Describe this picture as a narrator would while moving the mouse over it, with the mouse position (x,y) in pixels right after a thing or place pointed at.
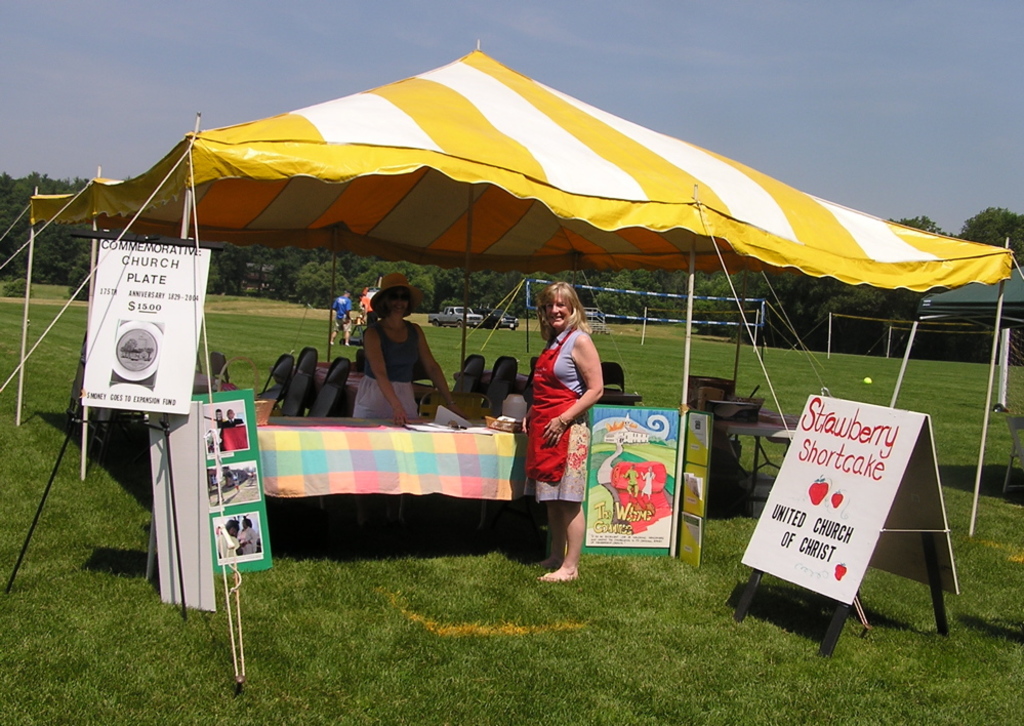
In this picture we can see tents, name board (765,511), posters (243,460), tables (375,439), chairs (331,404) on the grass (649,339), two women (551,329) smiling and at the back of these two women (410,371) we can see vehicles (475,315), person (344,318), trees (218,263), some objects (710,389) and in the background (249,80) we can see the sky (404,77).
